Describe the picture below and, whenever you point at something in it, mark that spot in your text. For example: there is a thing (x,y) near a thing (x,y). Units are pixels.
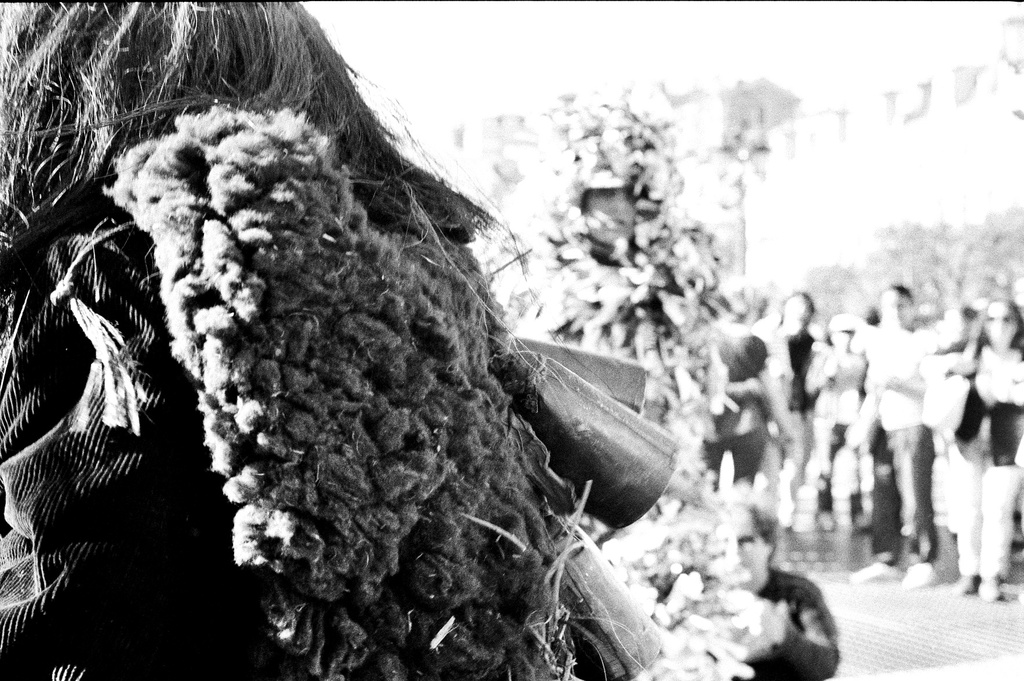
In this image we can see few persons (457,297), two (470,332) of them wearing different costumes (480,320), background (740,252) is blurred, and the picture is taken in black and white mode.
